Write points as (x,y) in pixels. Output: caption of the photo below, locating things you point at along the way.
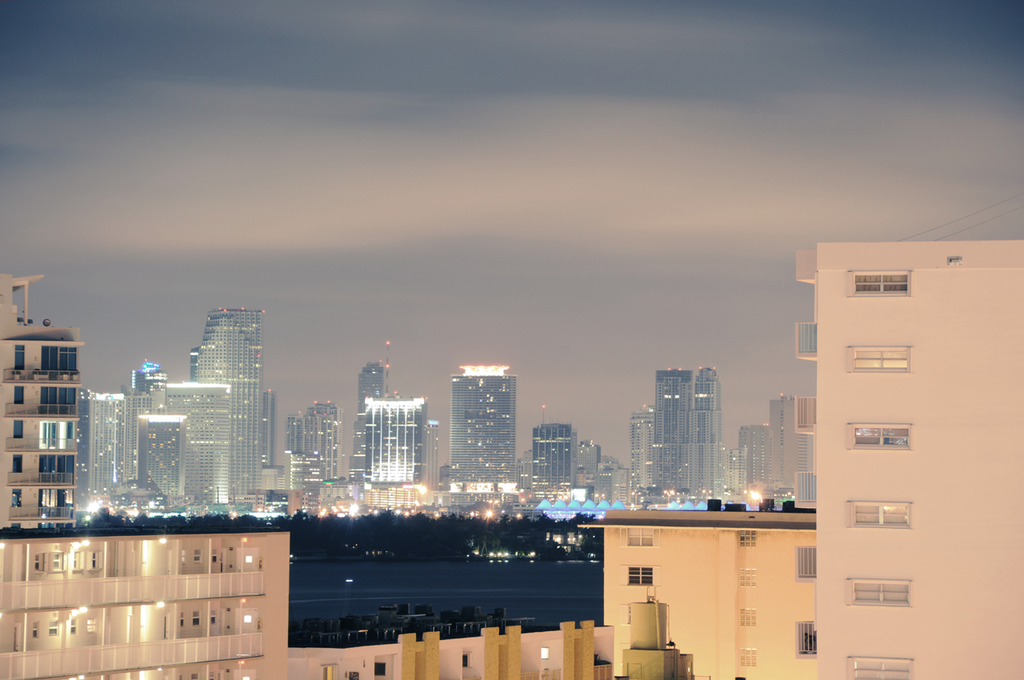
As we can see in the image there are buildings (741,673), water (485,581), trees (380,537) and sky (559,144). The image is little dark.
